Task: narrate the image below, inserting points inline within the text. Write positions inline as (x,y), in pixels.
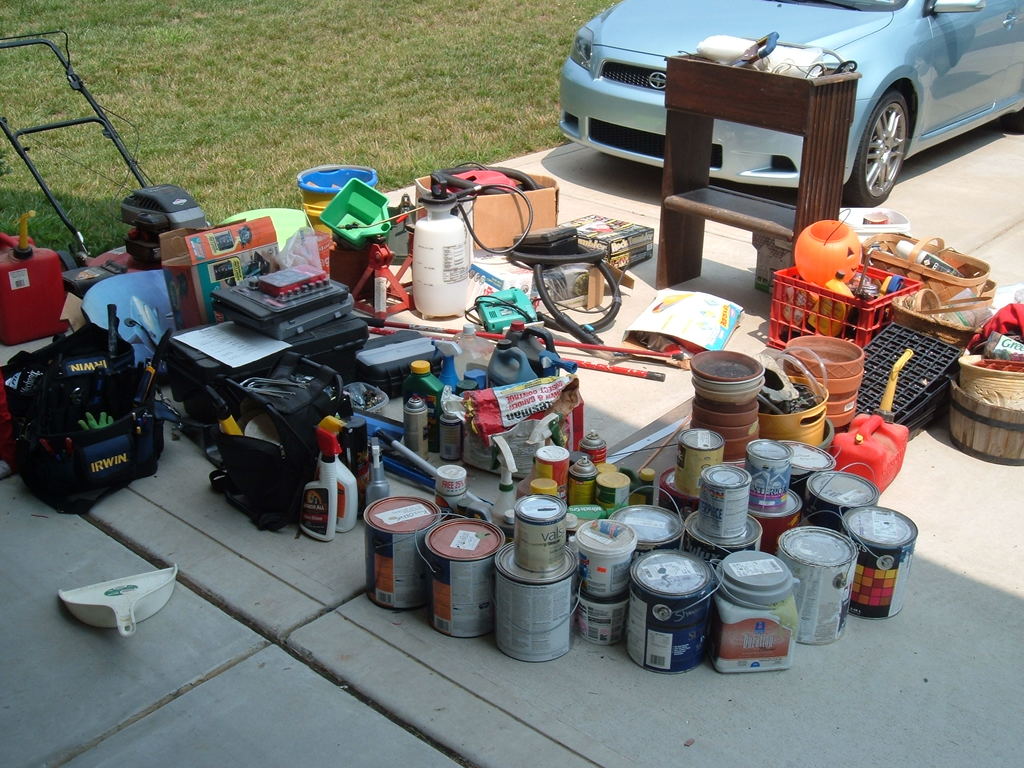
Here we can see baskets (811,294), paint buckets (770,476), spray bottles (420,413), bags (299,422), machine (188,207), cardboard box (514,213) and objects (493,181). On this table (765,100) there are things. Here we can see grass (358,60) and vehicle (906,34).
